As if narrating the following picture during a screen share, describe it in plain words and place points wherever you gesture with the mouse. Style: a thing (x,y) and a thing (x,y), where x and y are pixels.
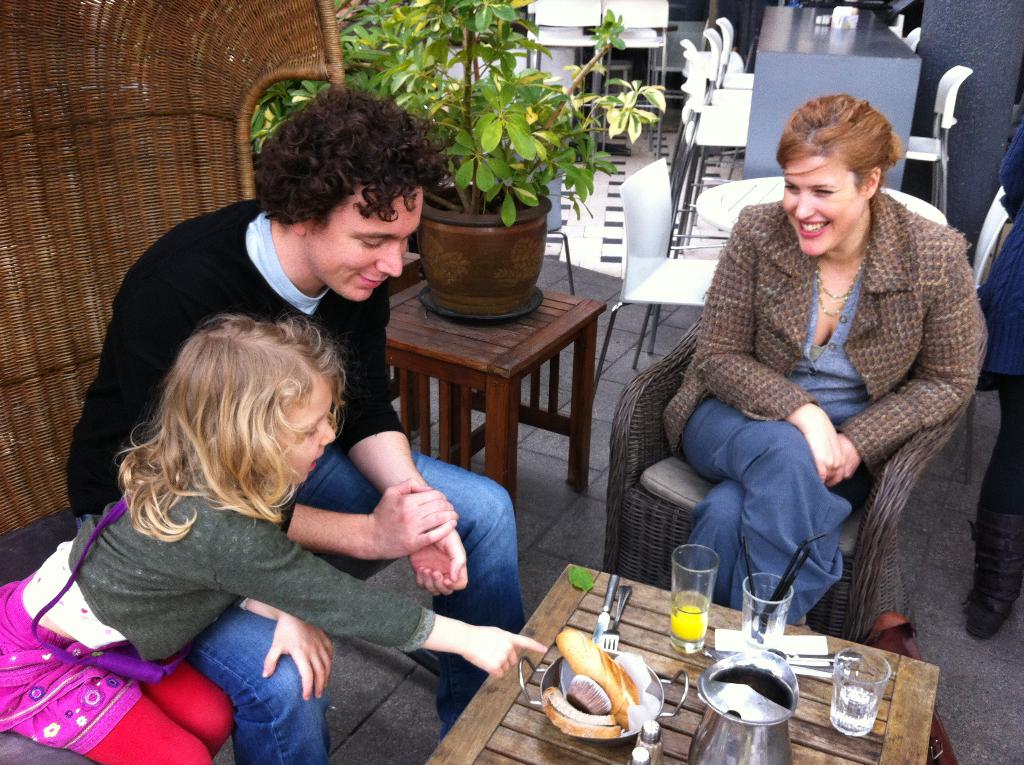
These persons (349,581) are sitting on a chair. On this table (661,623) there is a bowl (604,729), glasses (694,601), jar (770,670), food (598,671) and fork (608,637). On this table (490,338) there is a plant (462,124). We can able to see number of chairs (712,122) and table (760,64). This woman (836,263) holds smile and wore jacket (769,288).
